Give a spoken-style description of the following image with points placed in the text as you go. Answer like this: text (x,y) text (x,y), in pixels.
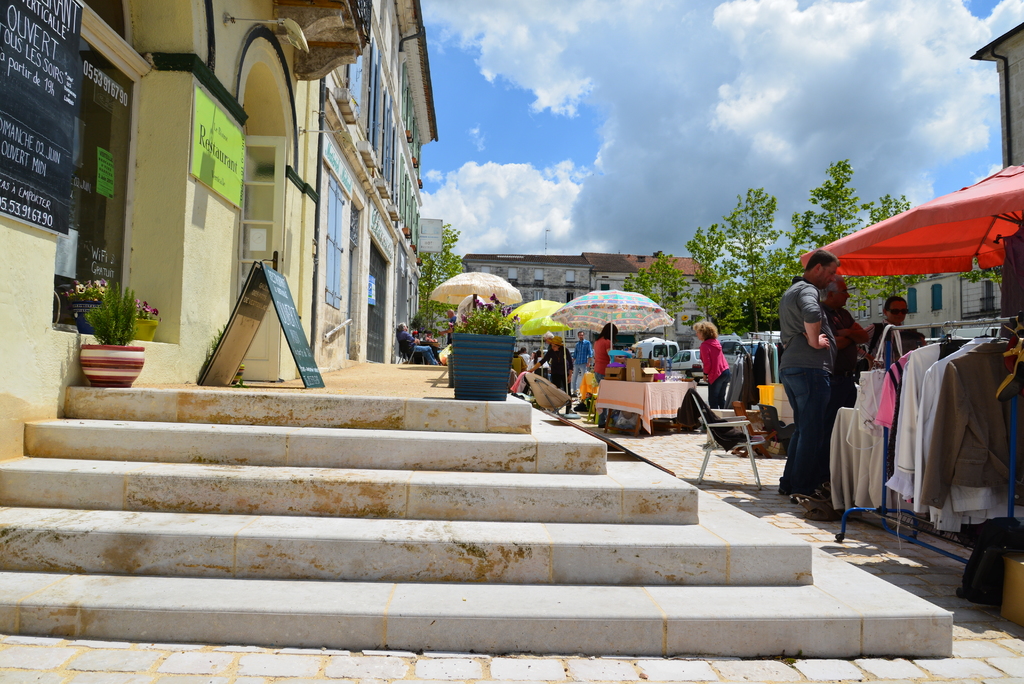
This is an outside view. On the right side (861,357) there are few umbrellas (620,315), under these people (599,363) are standing and also I can see few clothes (932,361) are hanging to the metal stands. There are few tables (624,391) and chairs (702,421). At the bottom (307,618), I can see the stairs (333,642). On the stairs (183,625) there are few plant pots (107,350) and a board (247,306) are placed. In the background (841,234), I can see few buildings (582,257) and trees (754,247). At the top of the image (530,129) I can see the sky (735,119) and clouds (781,110).
